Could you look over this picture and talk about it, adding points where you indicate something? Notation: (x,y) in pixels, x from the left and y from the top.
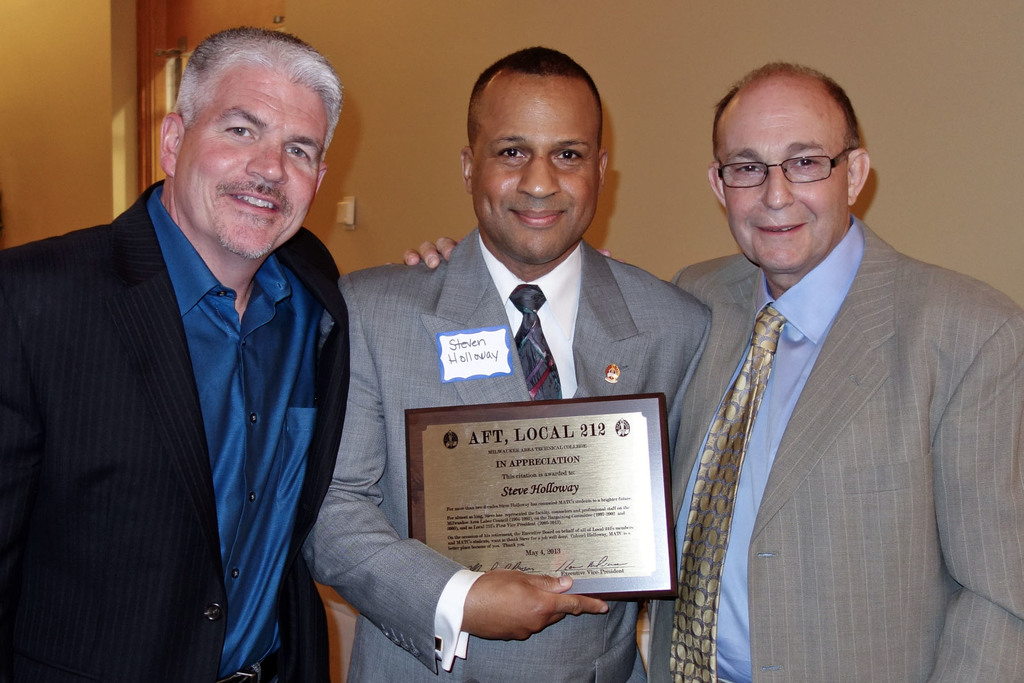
In this image I can see three persons (149,399) wearing blazers (122,447) are standing and the person (563,353) in the middle (562,437) is holding an object (549,476). I can see the wall (409,62) and a door (179,75) in the background (186,9).
